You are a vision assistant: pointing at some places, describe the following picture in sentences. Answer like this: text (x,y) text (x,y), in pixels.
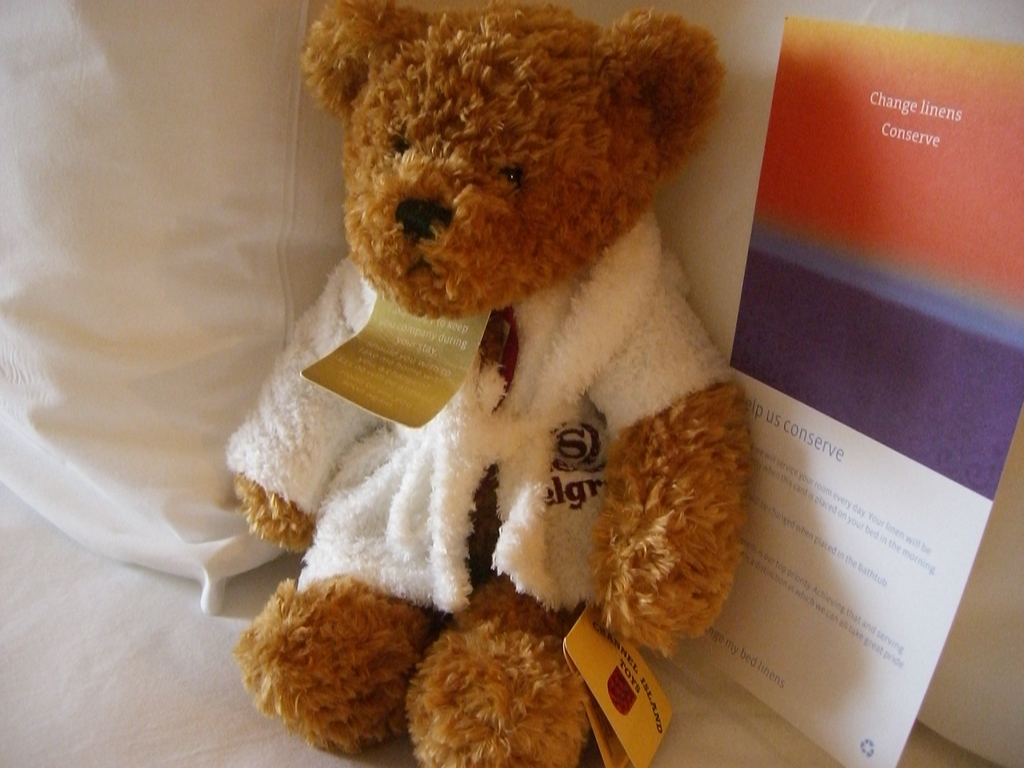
In this image, I see a soft toy (685,95) and a card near to it and the soft toy (674,636) is on a bed (10,696).
